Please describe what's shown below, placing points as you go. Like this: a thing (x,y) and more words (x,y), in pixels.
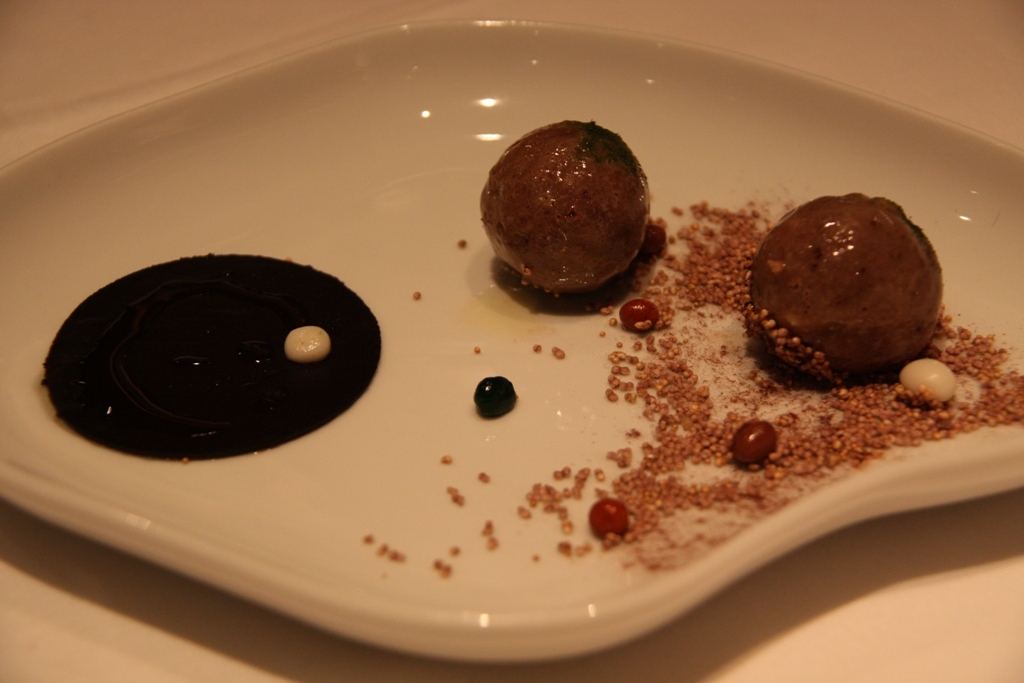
In the picture we can see a white color plate (517,550) on it, we can see a two pieces of sweet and some grains (1016,406) with garnish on the plate (49,285) and some black color cream (240,330).
